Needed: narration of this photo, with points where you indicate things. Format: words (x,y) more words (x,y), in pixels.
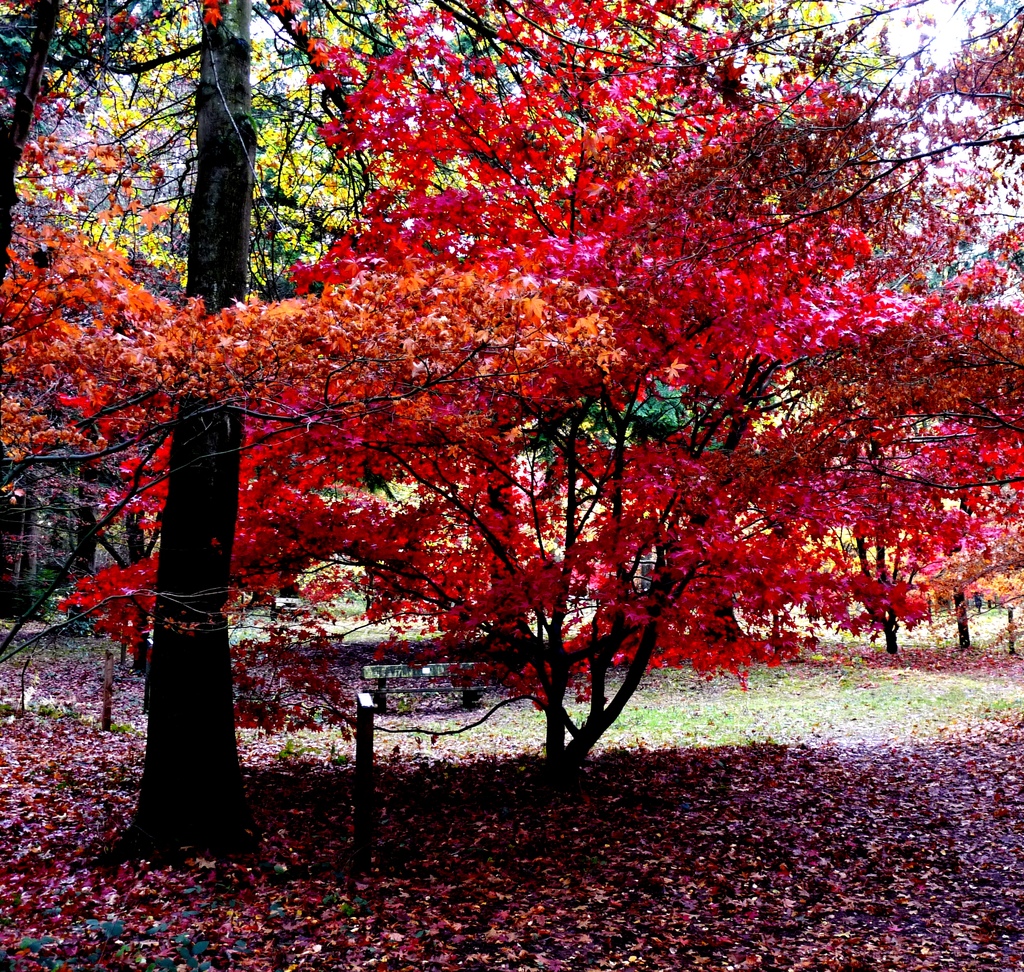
In this image there are many trees (465,651). This is a bench (426,676). On the ground (529,872) there are dried leaves (607,774), grasses (858,699).
